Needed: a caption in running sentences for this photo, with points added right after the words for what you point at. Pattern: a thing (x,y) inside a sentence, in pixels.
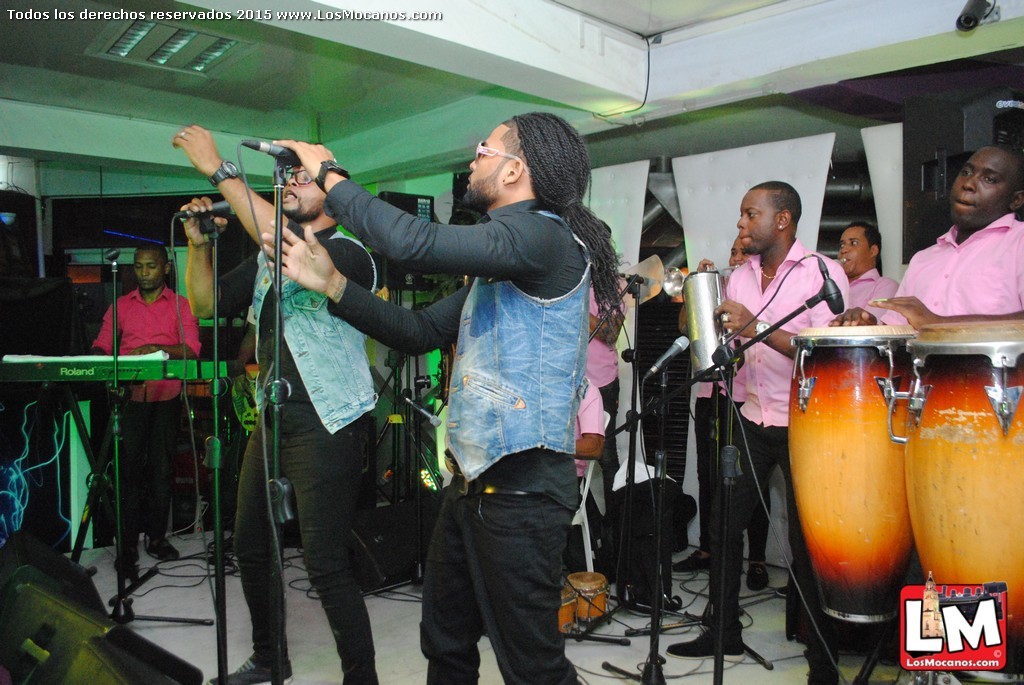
In this image there are the group of persons (574,164) standing on the floor (315,628), in front of them there is a mike (280,312) and they are performing an action. on the left side (46,11) corner i can see a text (67,11). on the right side (878,441) there are the musical instruments (892,447) kept on the floor (798,668).
